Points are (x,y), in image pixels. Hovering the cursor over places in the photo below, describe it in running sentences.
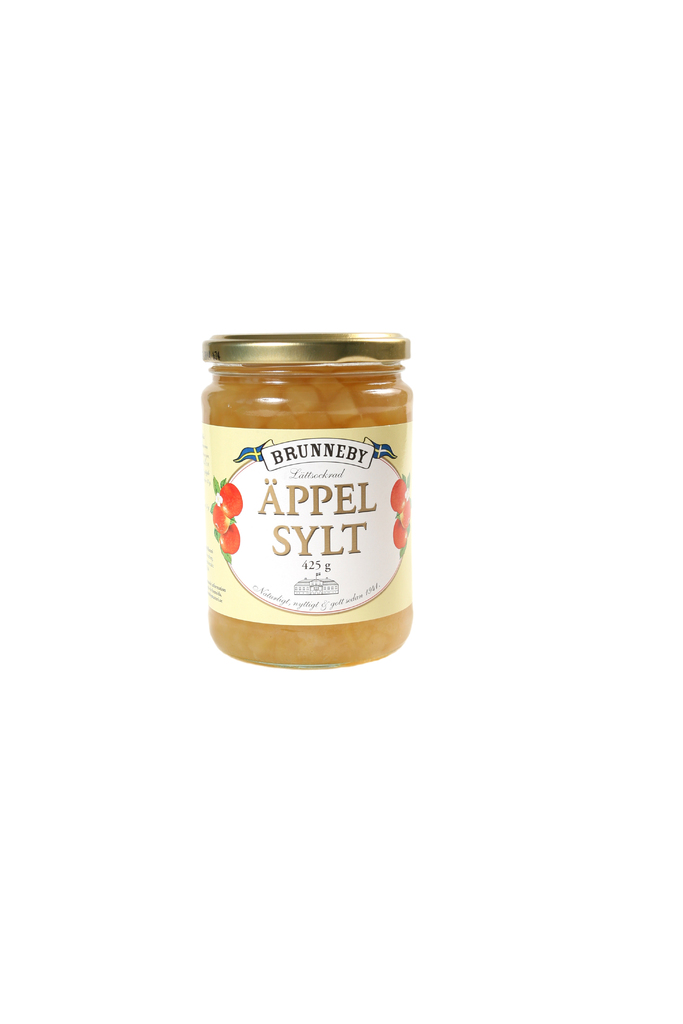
In this picture we can see a bottle (305,544), on which we can see some text (278,530) and images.
